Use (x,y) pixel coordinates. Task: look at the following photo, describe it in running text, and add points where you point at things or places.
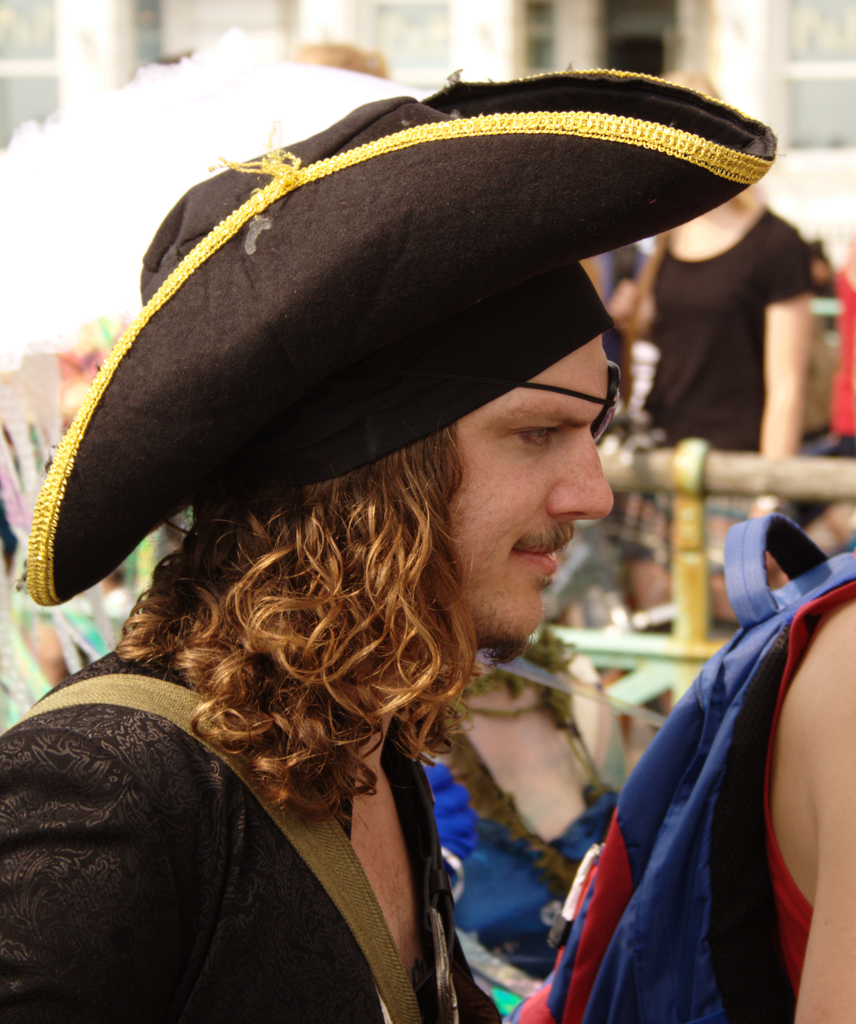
This picture describes about group of people (491,627), in the middle of the image (296,557) we can see a man (331,639), he wore a cap (406,264), in the background (721,19) we can find few buildings (599,19).
